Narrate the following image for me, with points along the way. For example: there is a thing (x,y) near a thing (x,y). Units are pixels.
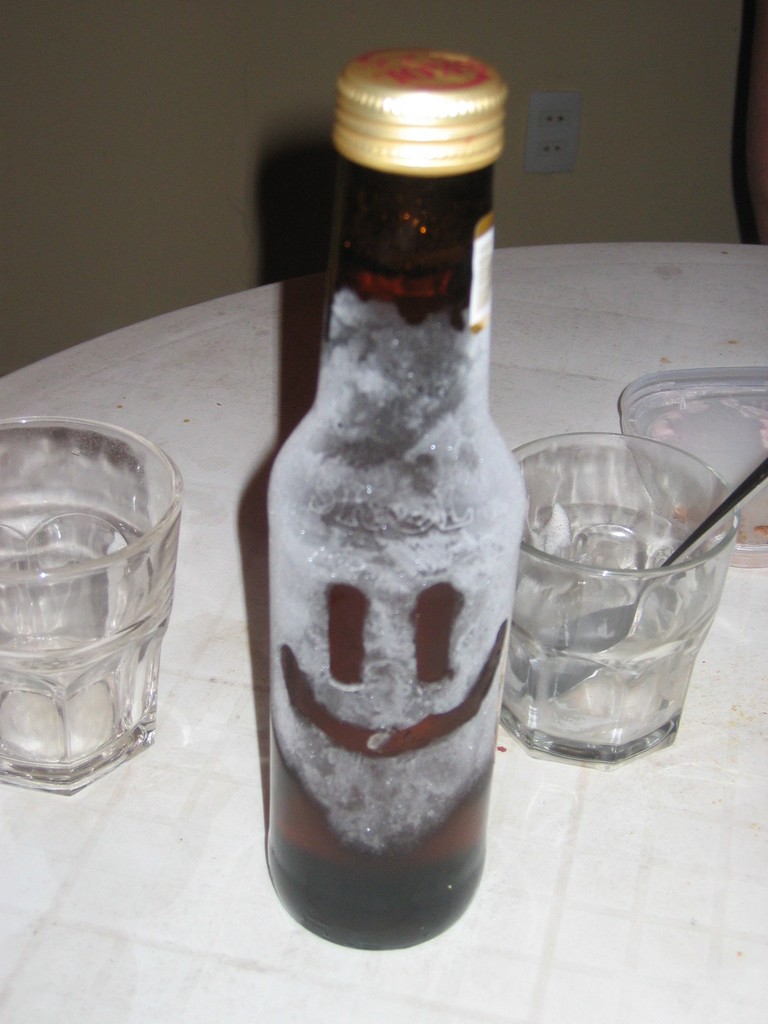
This picture is of inside. In the foreground (338,375) we can see a glass (627,587) with a spoon (623,608) in it and a bottle (402,236) and on the left corner (95,490) another glass (88,598) is placed. In the background (671,44) we can see a wall (651,171) with a wall socket (568,128).
